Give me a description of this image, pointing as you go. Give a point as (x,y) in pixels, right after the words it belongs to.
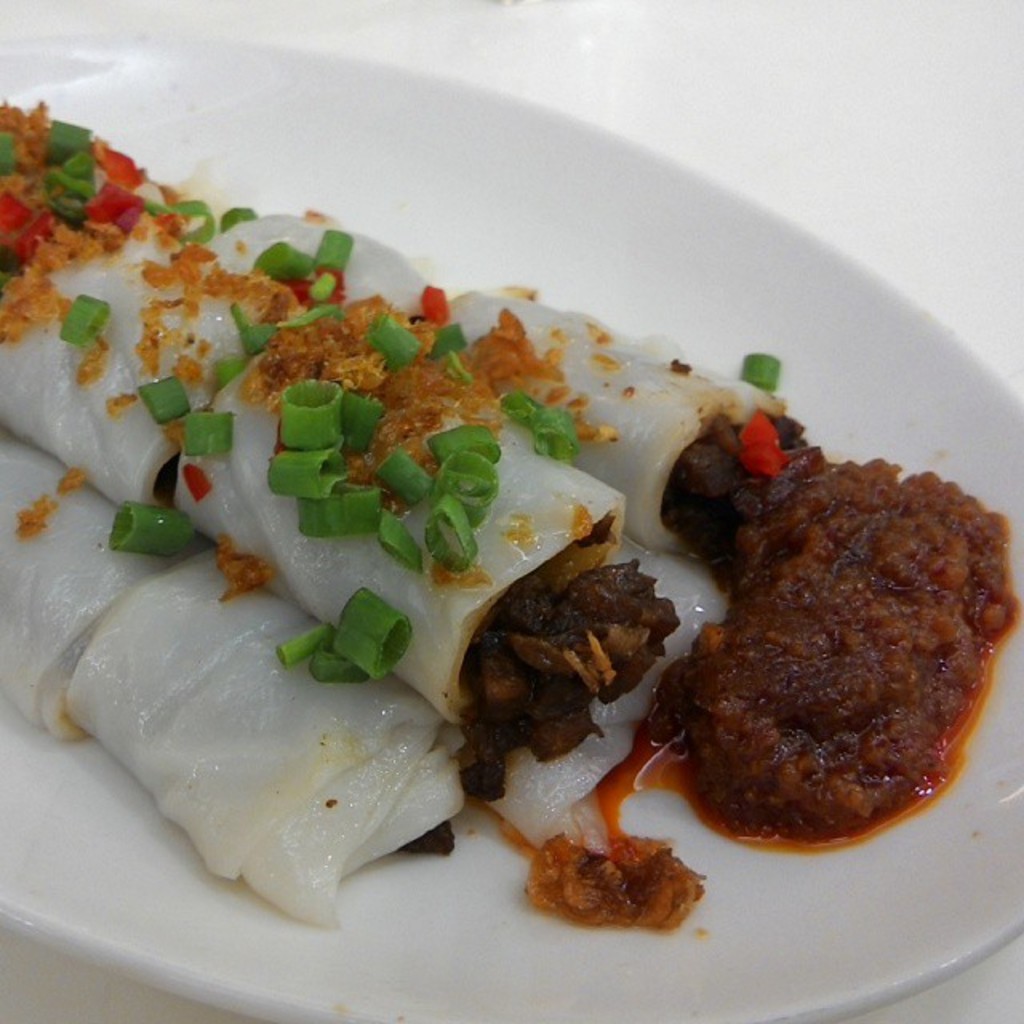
In the image we can see a plate (484,150), white in color. On the plate (501,225) we can see food items (404,787), chopped vegetables (369,624) and chutney (695,759).
